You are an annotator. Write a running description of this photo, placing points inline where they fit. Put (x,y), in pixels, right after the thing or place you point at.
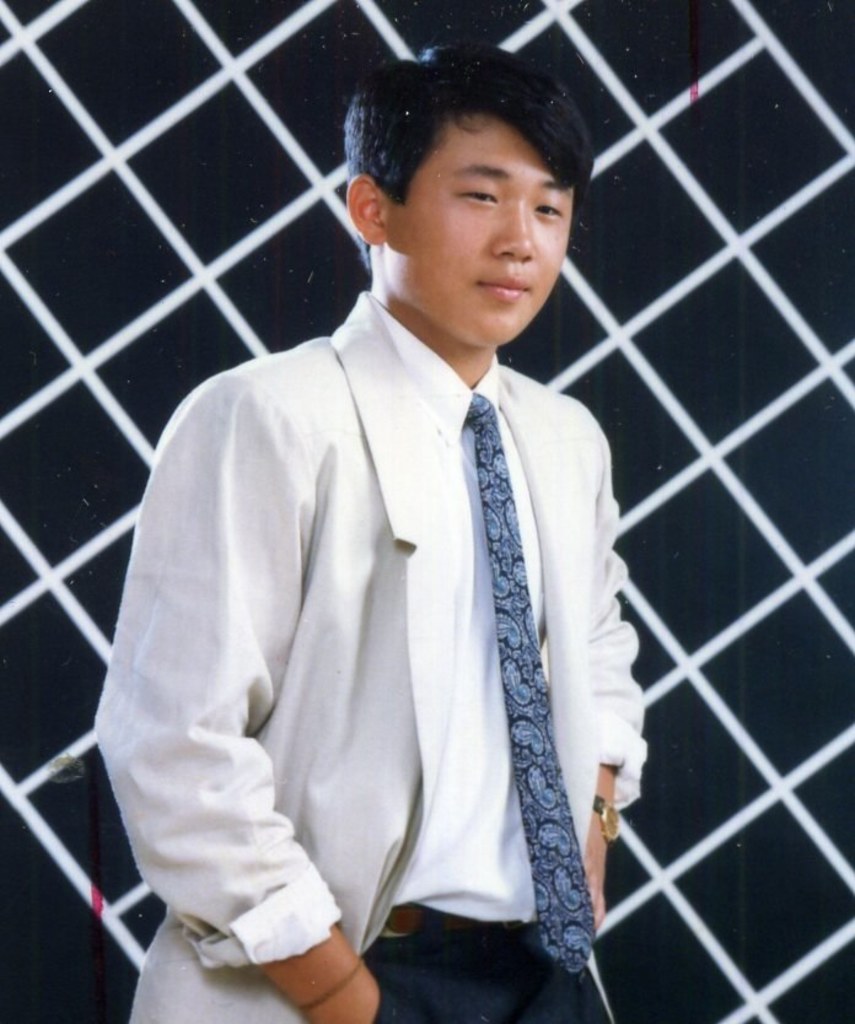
In the center of the image (307,462), we can see a person (416,565) wearing a coat (287,544) and a tie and standing. In the background (611,178), there is a wall (633,228).
